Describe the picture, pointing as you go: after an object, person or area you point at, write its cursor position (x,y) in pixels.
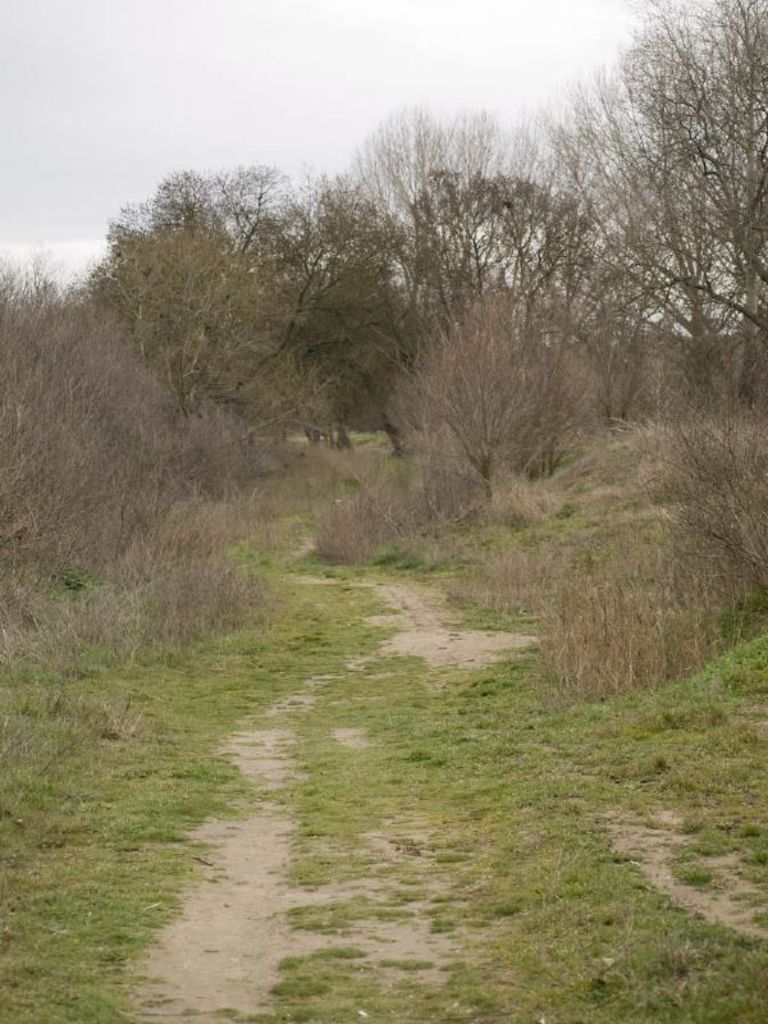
In this picture I can see the grass (330,619) in front (324,669) and in the middle of this picture (283,405) I can see the plants (33,435) and trees (488,203). In the background (254,71) I can see the sky (245,114).
